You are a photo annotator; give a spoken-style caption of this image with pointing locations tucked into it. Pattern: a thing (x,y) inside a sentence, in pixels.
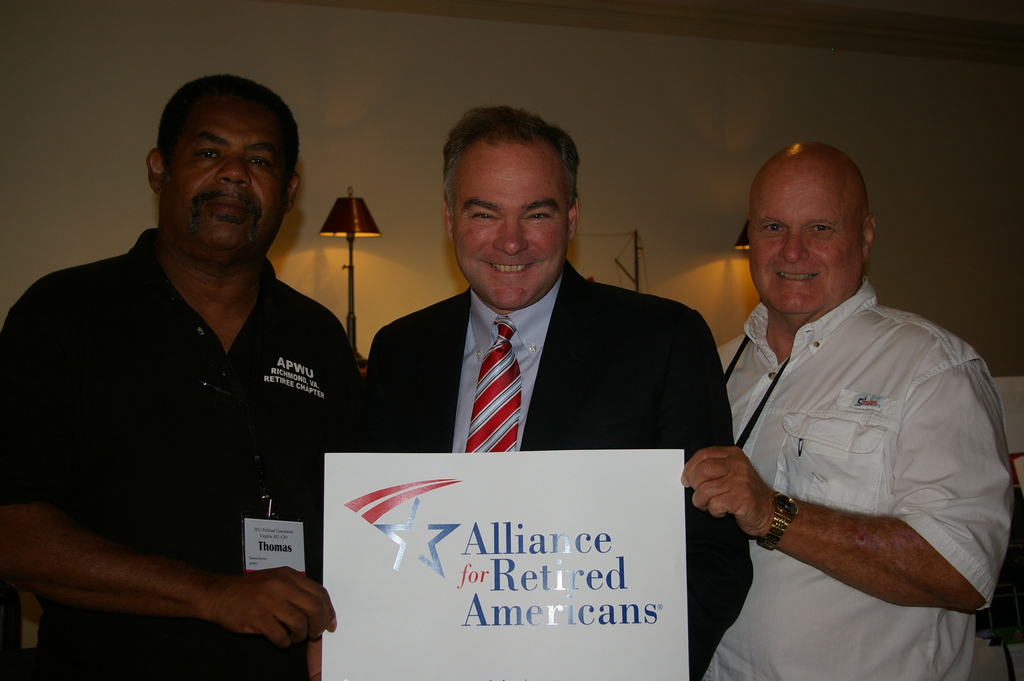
On the left side (145,301), there is a person (132,301) with a black color T-shirt (121,300), wearing a badge (277,537) and holding a certificate (378,673) with a hand (287,612). Beside him, there is another person (493,299) in a suit (650,335), smiling and standing. On the right side (953,518), there is a person (921,317) in a white color t-shirt (855,341), smiling, holding this certificate (554,504) and standing. In the background (743,233), there are two lights (743,233) arranged and there is a wall (399,70).
